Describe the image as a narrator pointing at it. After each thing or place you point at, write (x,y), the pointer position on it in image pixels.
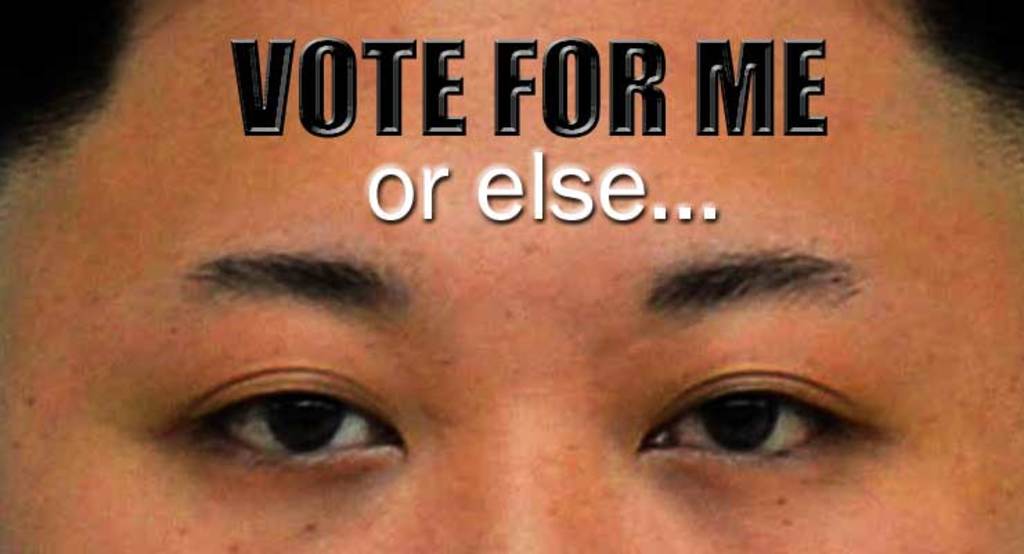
In this image we can see persons face (335,342) and there is some text (799,46) on the foreground of the image (439,159).
